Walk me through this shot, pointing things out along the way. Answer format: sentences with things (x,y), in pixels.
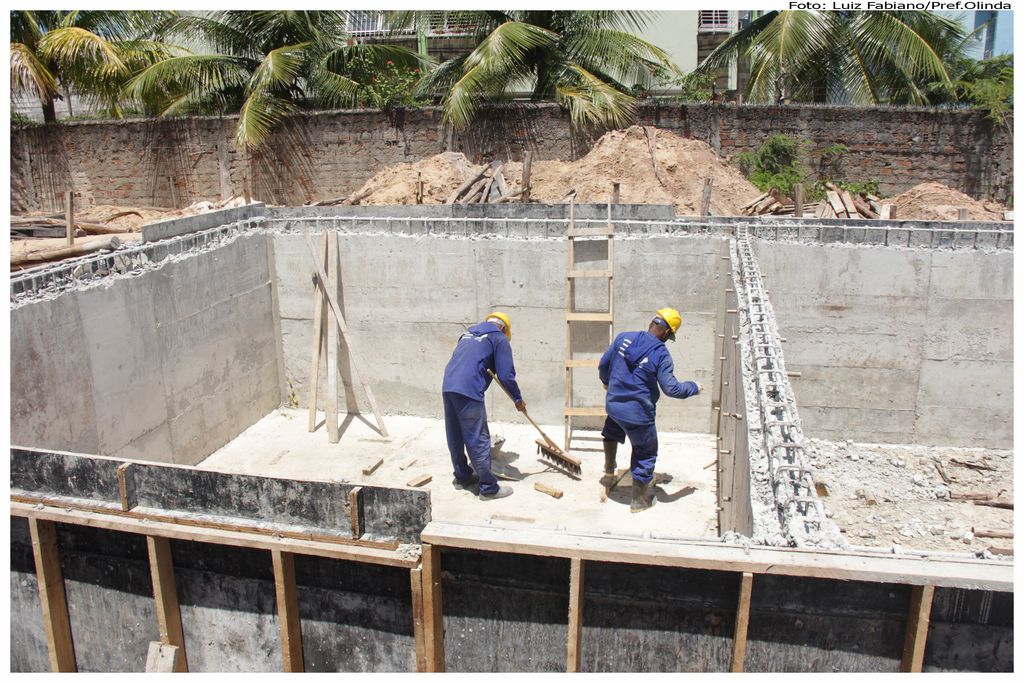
In this image we can see two persons (637,398) wearing a dress (648,364) and helmets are standing on the ground (548,471). One person (488,354) is holding a stick (544,446) in his hand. In the center of the image (595,267) we can see a staircase (595,414), group of walls (750,364). In the background (831,76), we can see a group of trees (816,59), buildings (693,38) with windows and some text (942,2).
